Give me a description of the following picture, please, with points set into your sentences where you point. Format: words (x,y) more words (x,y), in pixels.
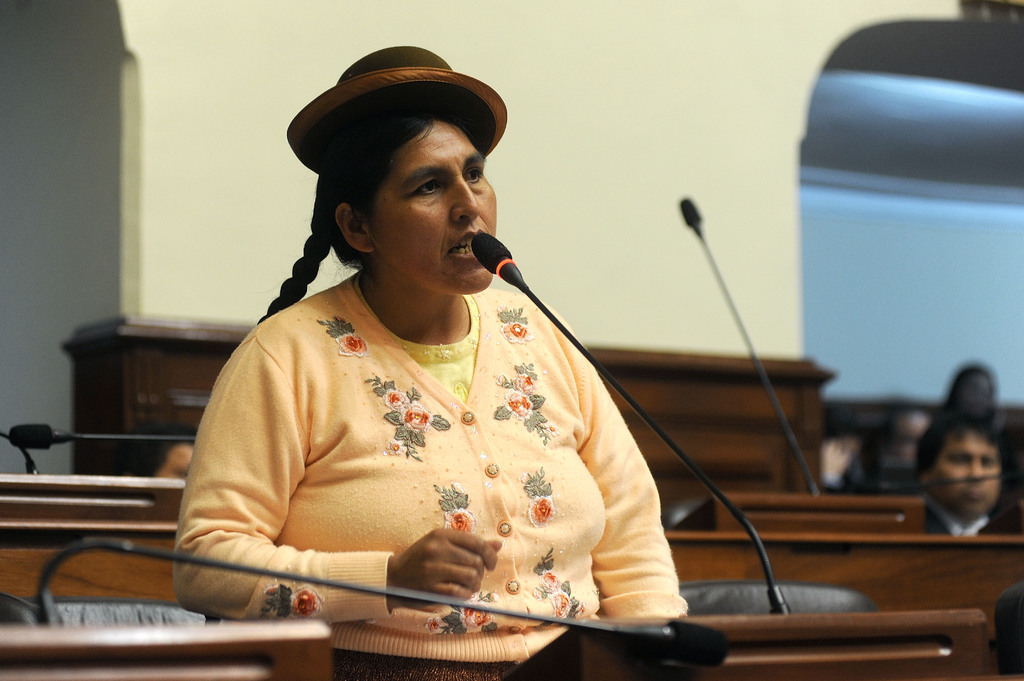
In the foreground of the picture (320,594) there are mics (523,619), table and woman (445,315), she is talking. In the background (810,481) there are tables (830,507), mics (814,478) and wall (983,260). On the right (972,271) it is blurred.
